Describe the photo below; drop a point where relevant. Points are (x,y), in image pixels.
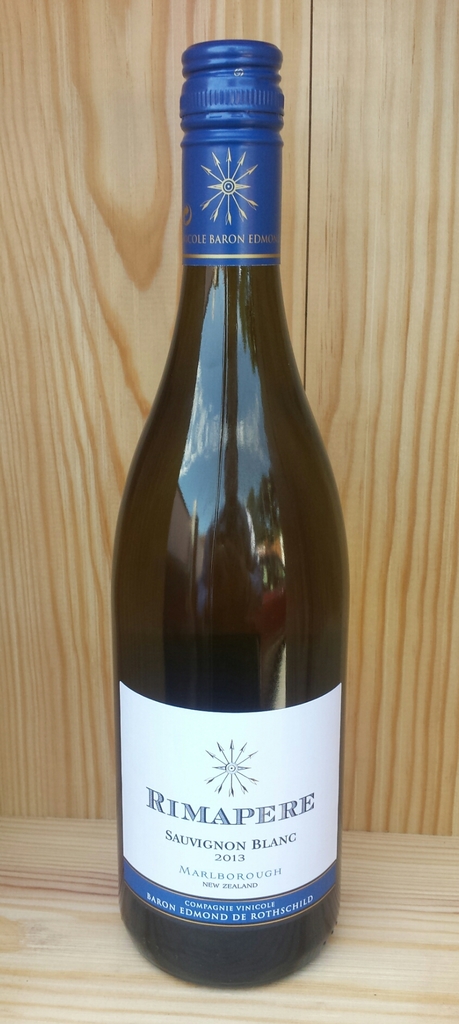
In this image there is a bottle (241,956) on a table (385,948), in the background (404,582) there is a wooden wall (71,248).
